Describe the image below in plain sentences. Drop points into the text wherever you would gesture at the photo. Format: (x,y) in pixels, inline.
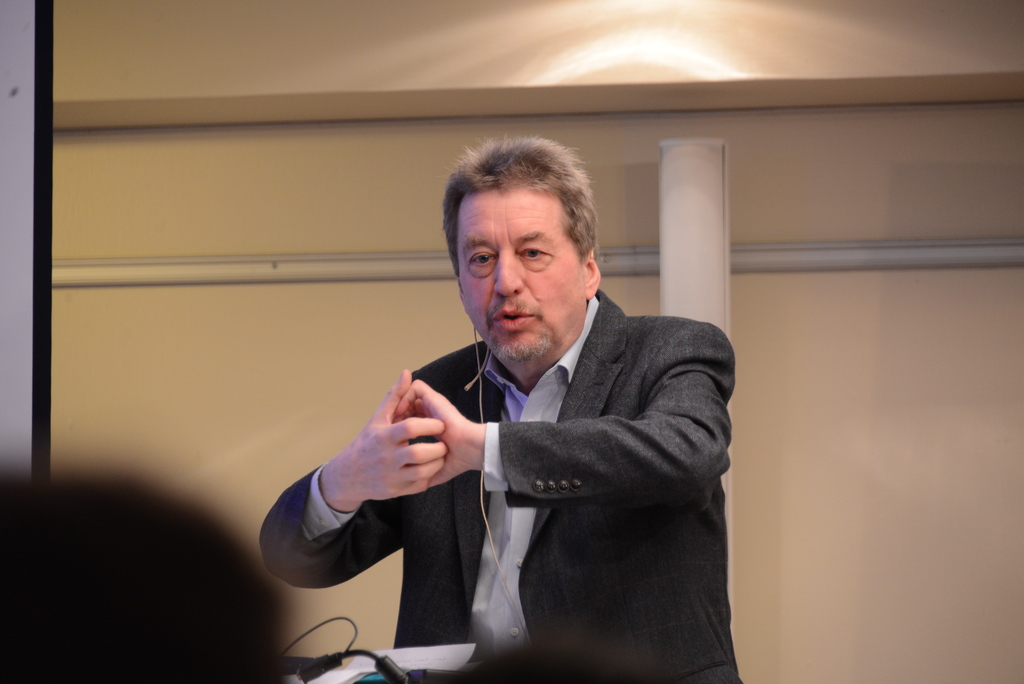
This is the picture of a person (534,461) who is wearing the suit (634,510) and standing in front of the desk (320,657) on which there are some things (446,664) placed.
